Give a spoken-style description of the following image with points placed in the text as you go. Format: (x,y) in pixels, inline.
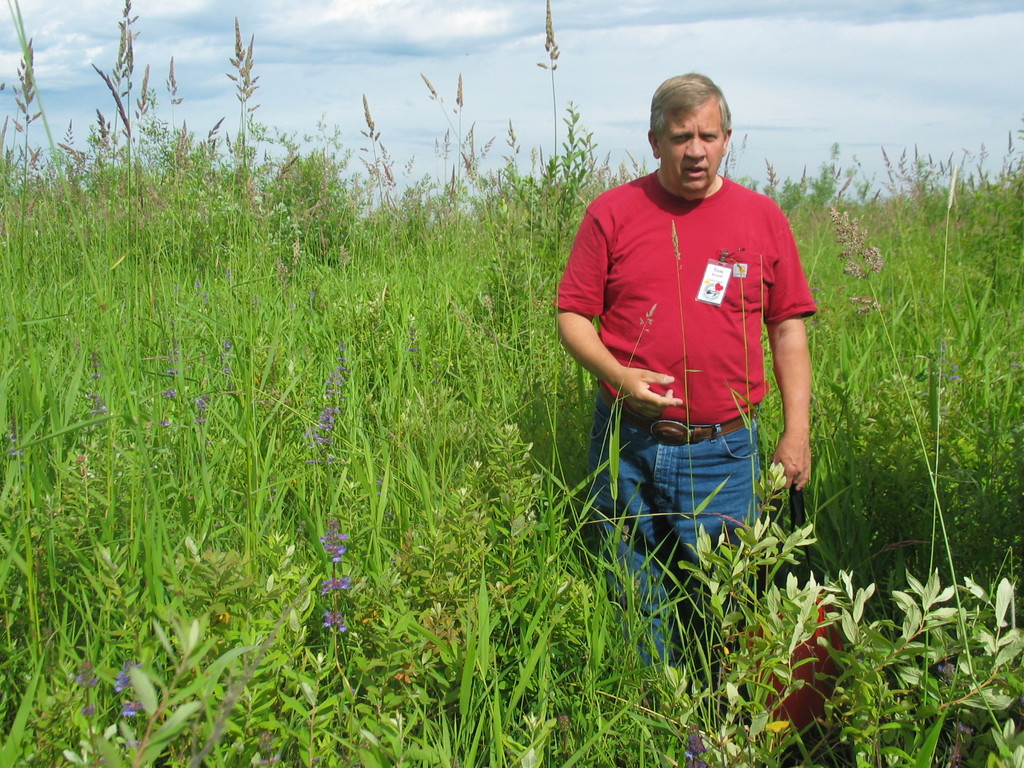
In this image we can see a person (706,229) wearing a tag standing in between the plants (565,496) and some clouds (640,45) in the sky (640,45).
